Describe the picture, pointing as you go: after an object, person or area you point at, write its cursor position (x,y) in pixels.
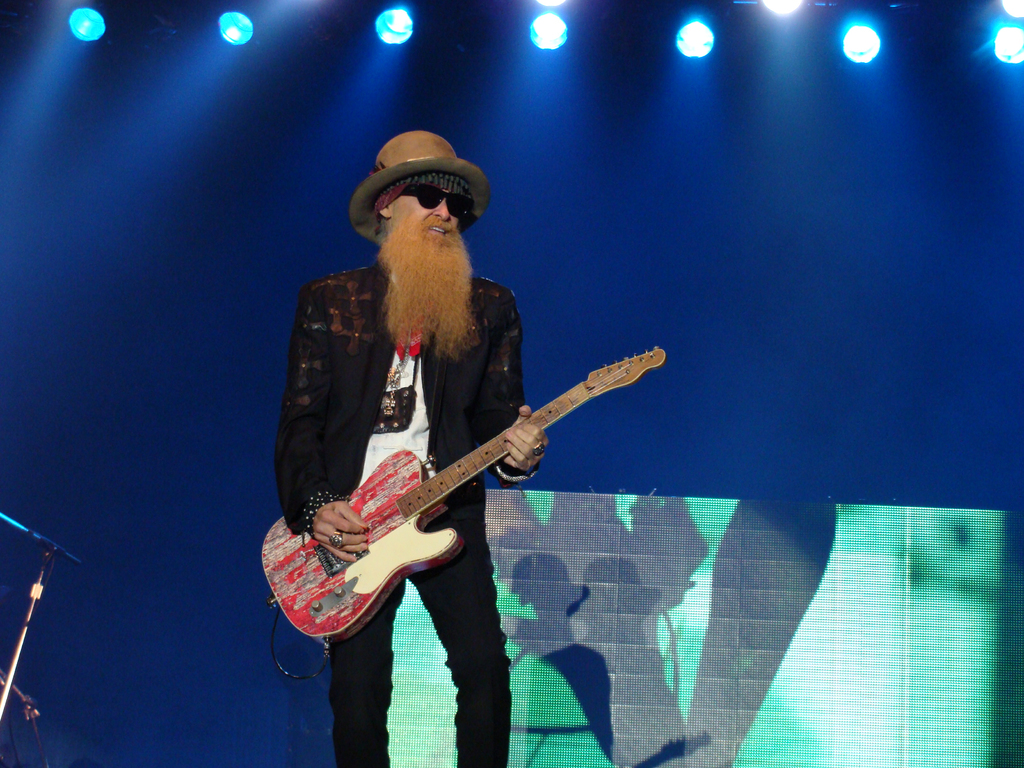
In this image, we can see a human (392,419) is playing a guitar (418,539), he wear a goggles (427,198) and hat (406,163) on his head (436,212). And left side (21,630), we can see some stands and background (658,678), there is a screen (663,663) and lights (690,50) we can see.
